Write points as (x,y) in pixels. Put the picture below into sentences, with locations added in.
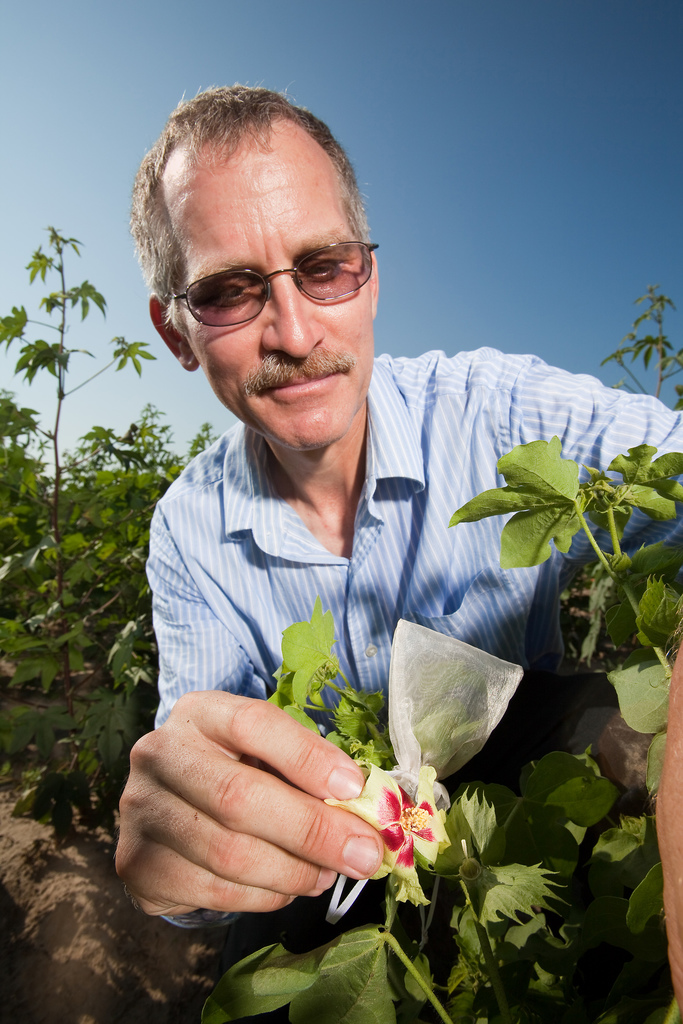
In the image we can see a man (281,476) wearing clothes (381,483) and spectacles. These are the plants (41,532) and a sky (499,278). This is a soil (129,923) and a flower (378,826).
